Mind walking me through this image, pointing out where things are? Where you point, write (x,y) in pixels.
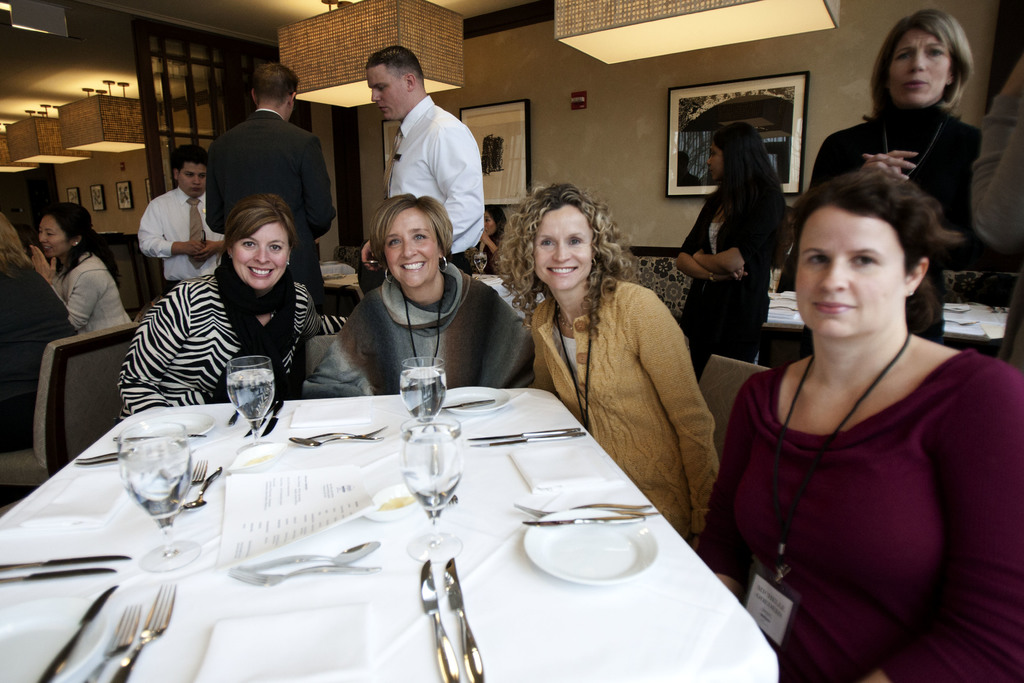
In this picture there are few people (672,362) sitting on the chair (108,334). There is a glass (444,483), knife (432,603) and fork (277,575) on the table (214,593). There is a frame (698,123) on the wall (614,86). There is a light (634,50).
